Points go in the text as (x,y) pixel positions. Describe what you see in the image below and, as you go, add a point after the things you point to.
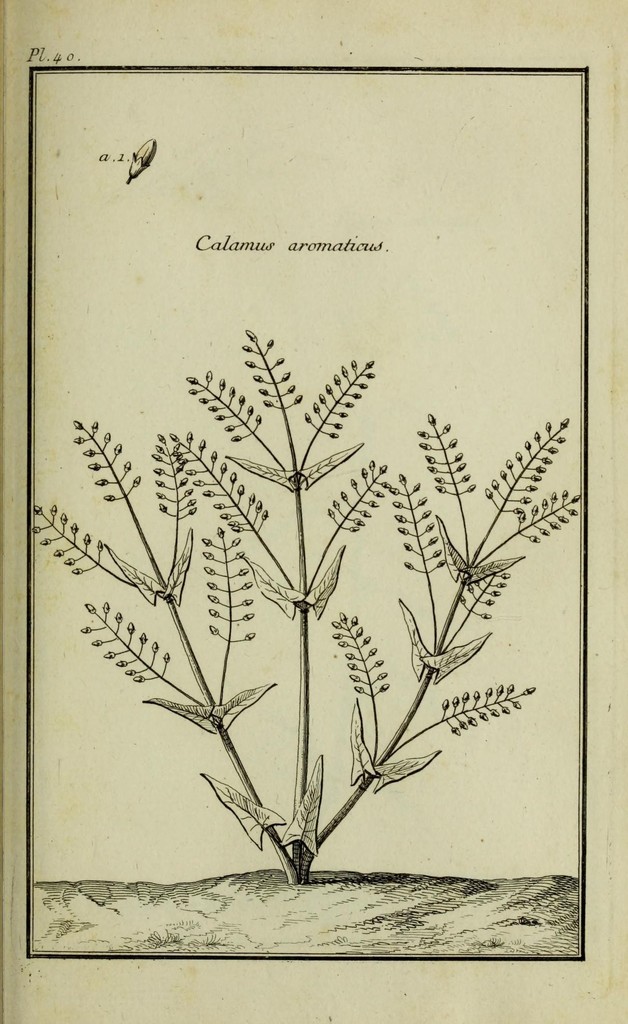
In this image there is a picture of a plant (315,780) and there is text (378,244). At the back (159,733) there is a cream color background (288,653).
